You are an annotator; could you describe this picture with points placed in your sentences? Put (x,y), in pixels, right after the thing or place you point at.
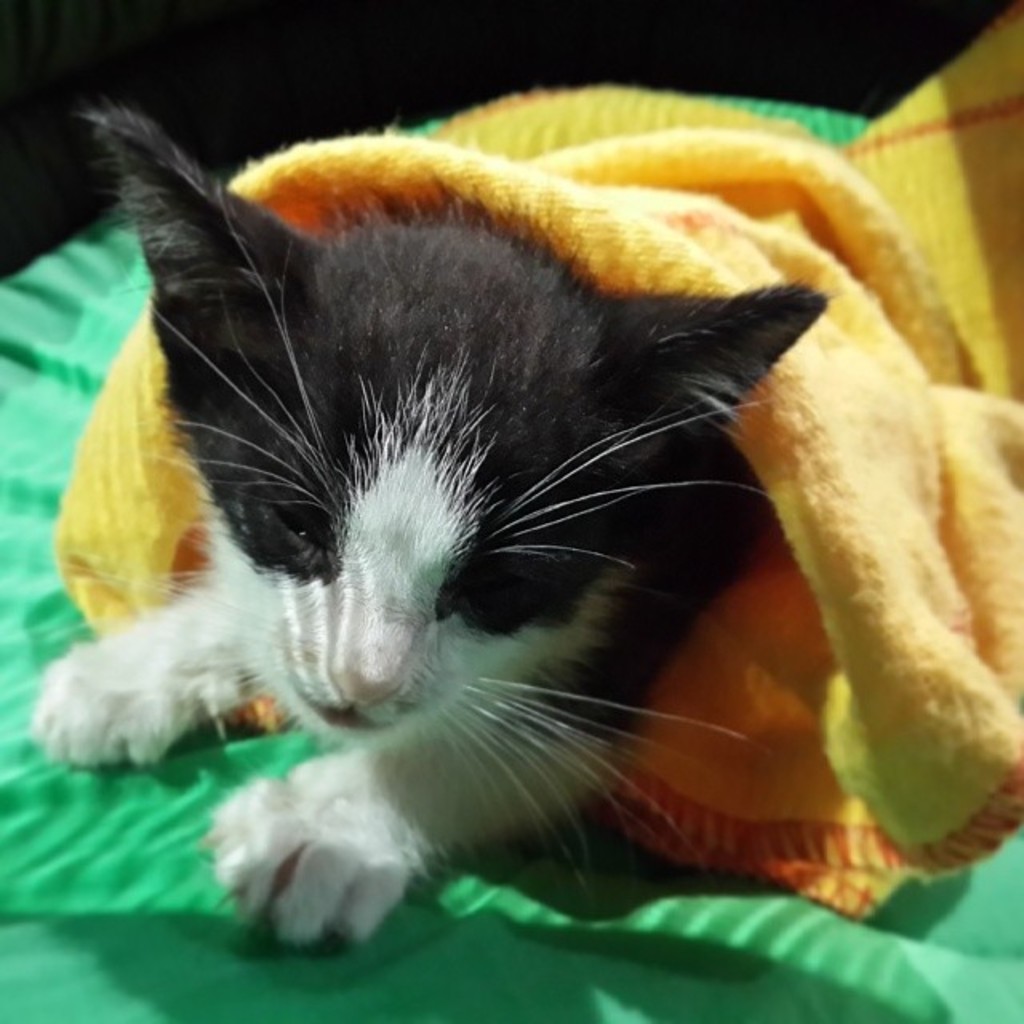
In the image I can see a cat (362,625) on the green cloth (148,989) and also I can see a yellow cloth (890,576) on it.
